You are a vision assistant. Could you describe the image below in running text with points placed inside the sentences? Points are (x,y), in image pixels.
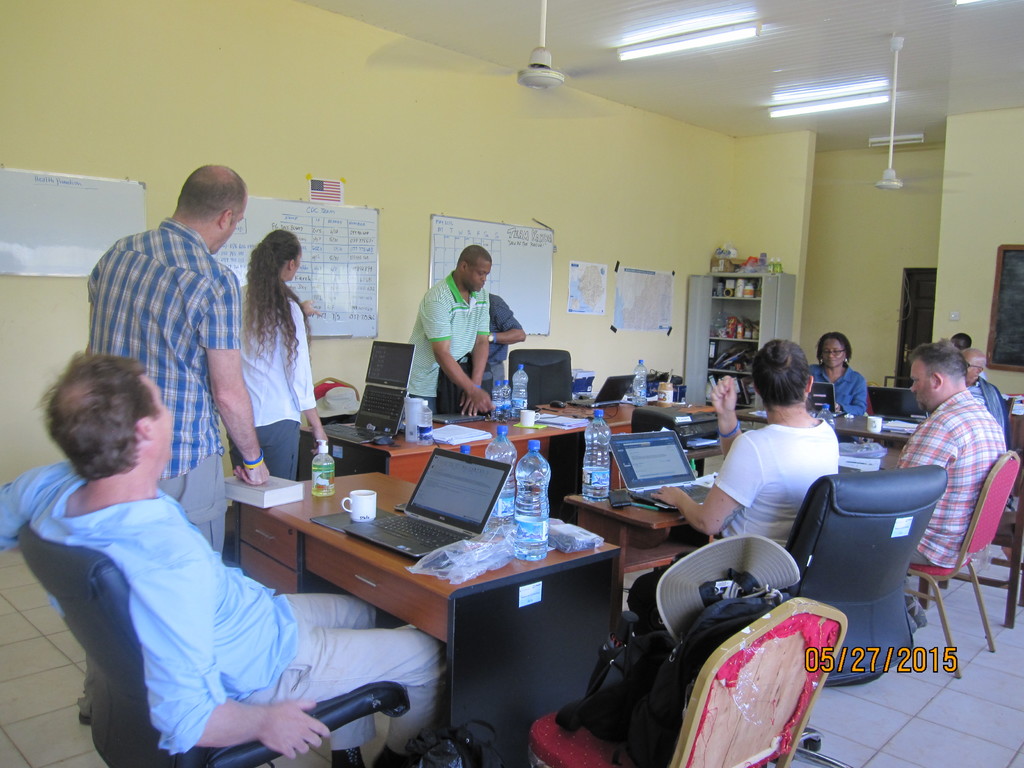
There are many people (858,376) sitting and some are standing. A person (226,602) wearing a blue shirt (214,647) is sitting on a chair (378,705). In front of him there is a table (391,576). On the table (354,552) there is a cup (368,504), laptop (428,500), bottles (488,452) and a book (287,500). There is bag (669,666) on a chair (729,701). In the background (621,264) there is a wall (31,162). On the wall (413,249) there are boards (550,273), notices (573,271). In the corner there is a cupboard (750,299). Inside cupboard (760,286) there are books (732,363) and many other items (741,335). In the ceiling (696,48) there are tube lights (792,106) and fans (540,81).
